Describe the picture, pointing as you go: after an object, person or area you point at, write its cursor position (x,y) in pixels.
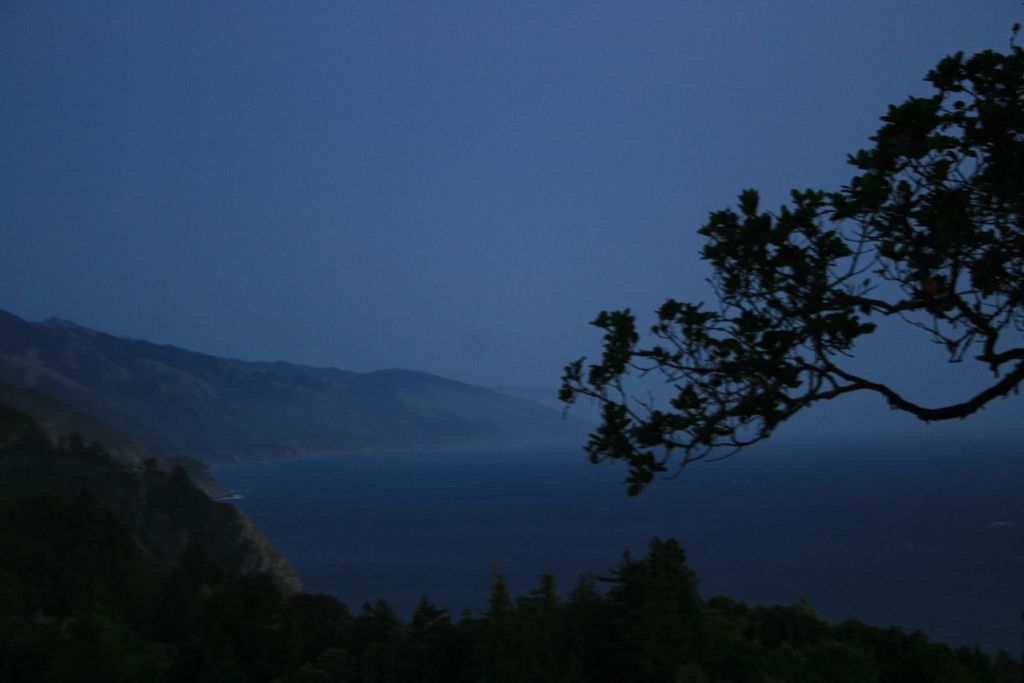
In this image I can see few trees (664,652) which are green in color, the water (620,517) and few mountains (266,440). In the background (250,307) I can see the sky (310,166).
